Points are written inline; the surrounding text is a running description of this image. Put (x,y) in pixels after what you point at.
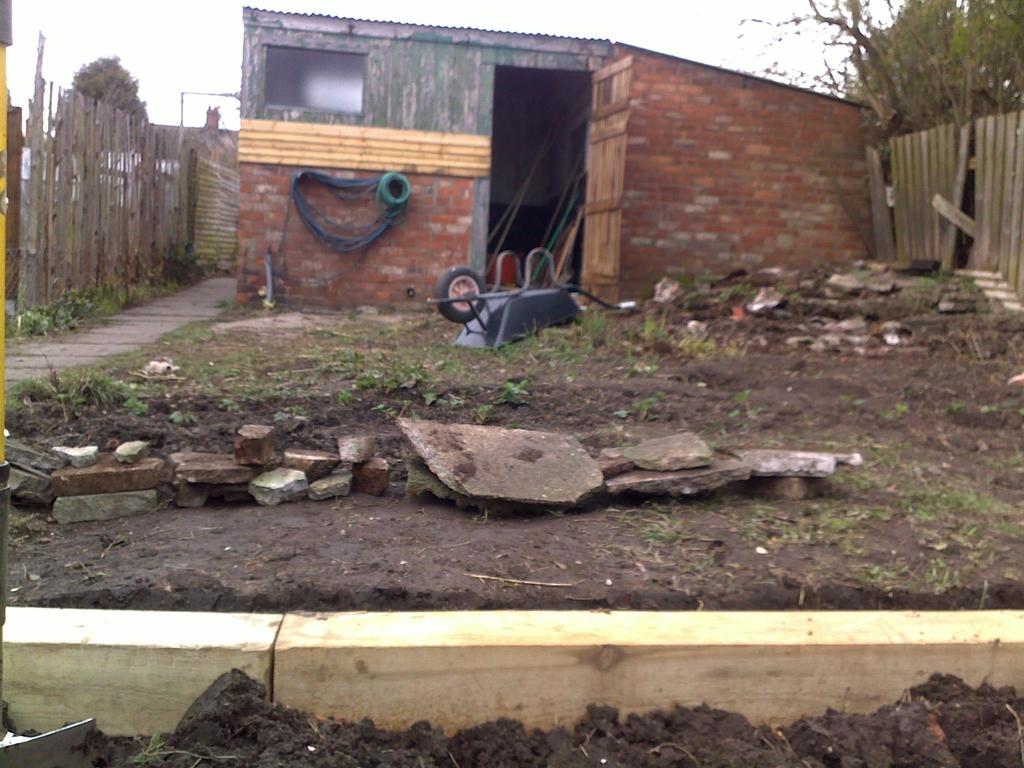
In this image, we can see the house (600,189), door (600,172), brick walls (653,162), wooden fences (997,241), plants (521,383), stones (522,475), ground (546,398), grass (970,510), walkway (90,331) and few objects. Top of the image (918,41), we can see trees (929,54) and sky (666,15).
